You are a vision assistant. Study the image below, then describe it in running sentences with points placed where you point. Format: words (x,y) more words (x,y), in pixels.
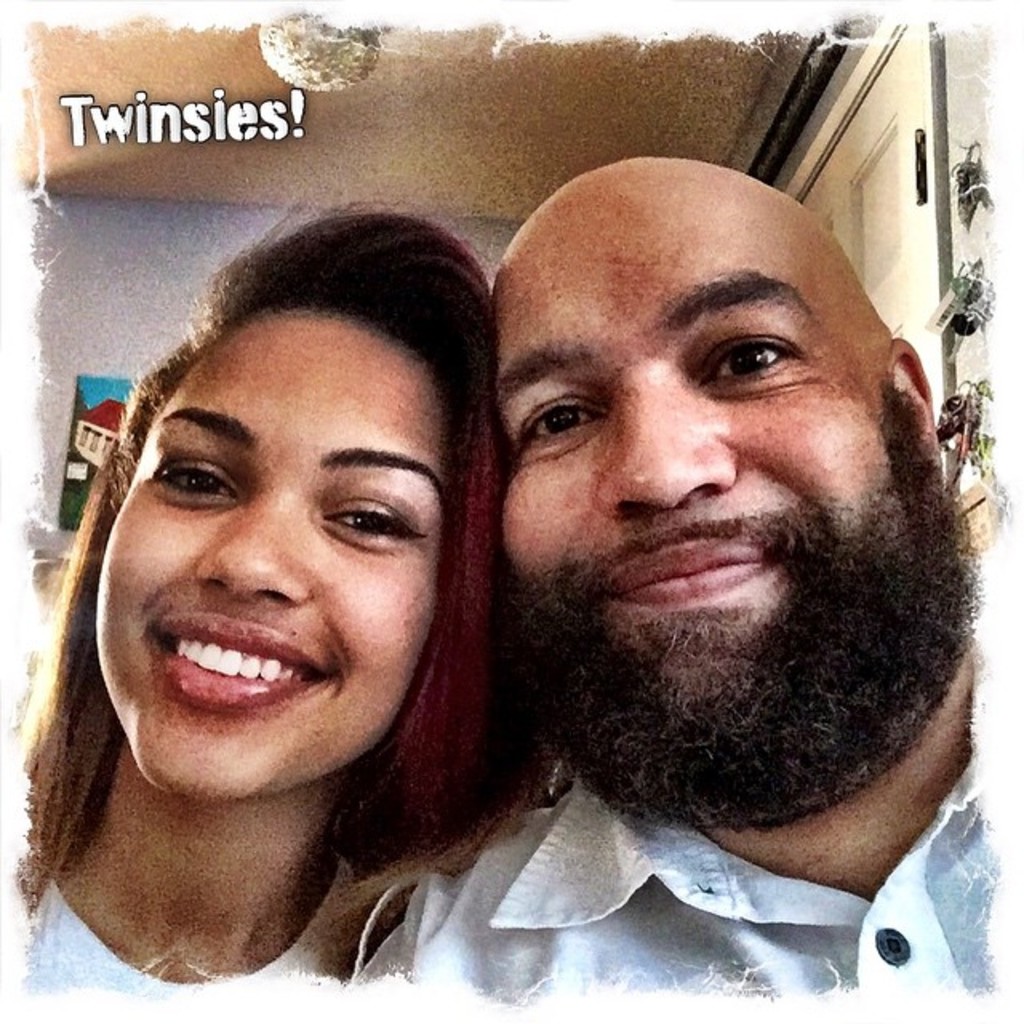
Here we can see a woman (96,951) and a man (616,440). They are smiling. In the background (159,253) we can see a wall (109,232) and a frame (78,503).
